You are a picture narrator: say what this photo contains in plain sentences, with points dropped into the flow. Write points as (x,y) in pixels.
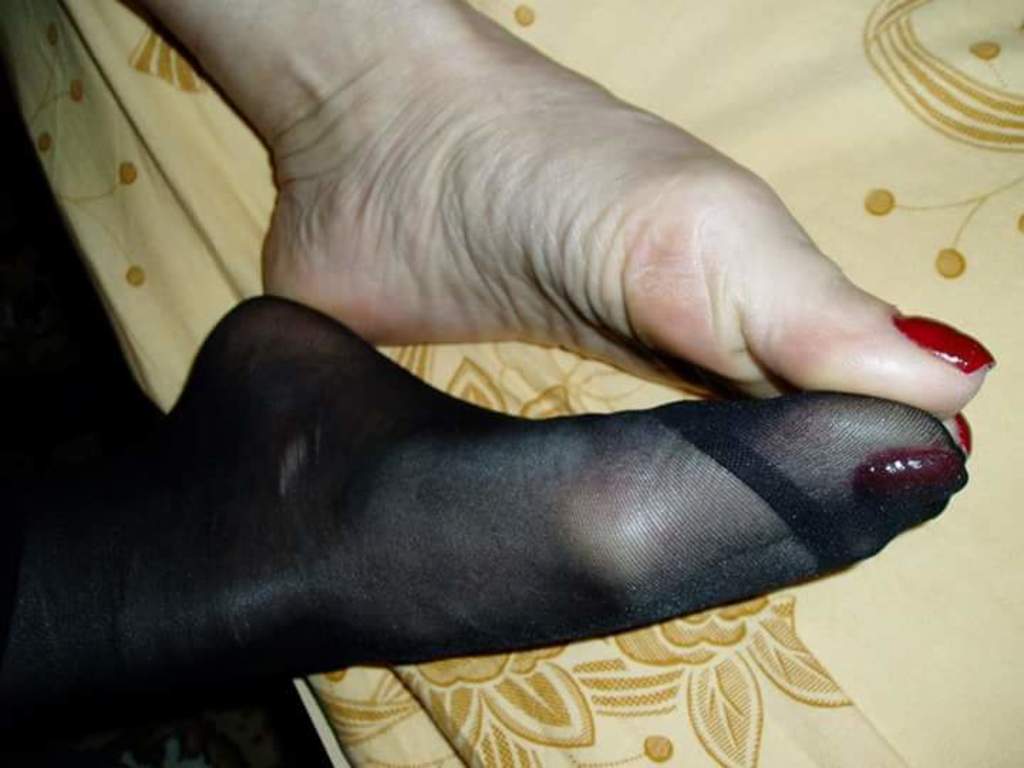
In this image we can see the legs (441,264) of the person (425,471). There is a blanket (845,139) below the legs (729,467) of the person (735,496).
